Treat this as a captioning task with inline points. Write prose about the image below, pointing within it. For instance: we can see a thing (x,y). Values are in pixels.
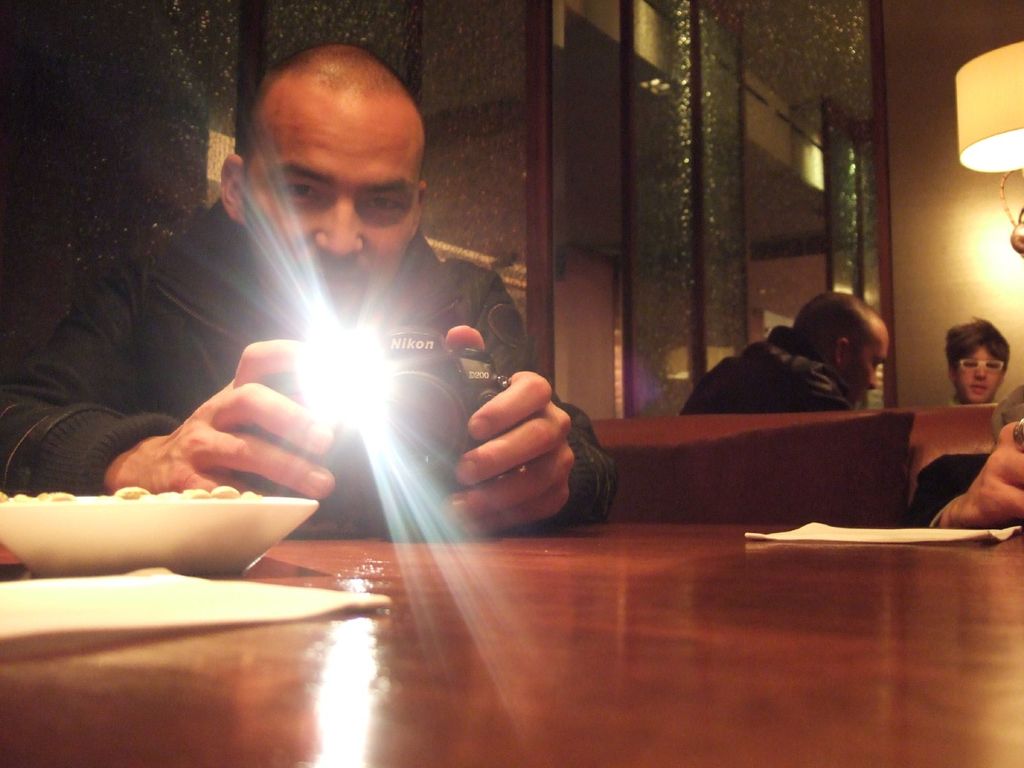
In this Picture we can see inside view of the restaurant (934,149) a man (565,497) sitting on the table (471,682) wearing a black jacket (201,320) is holding the Nikon camera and shooting and giving the pose in the photographer (330,185), Beside we can see two boys (765,389) are sitting. And behind a big glass wall (762,179) and the table light fixture (1001,175).
